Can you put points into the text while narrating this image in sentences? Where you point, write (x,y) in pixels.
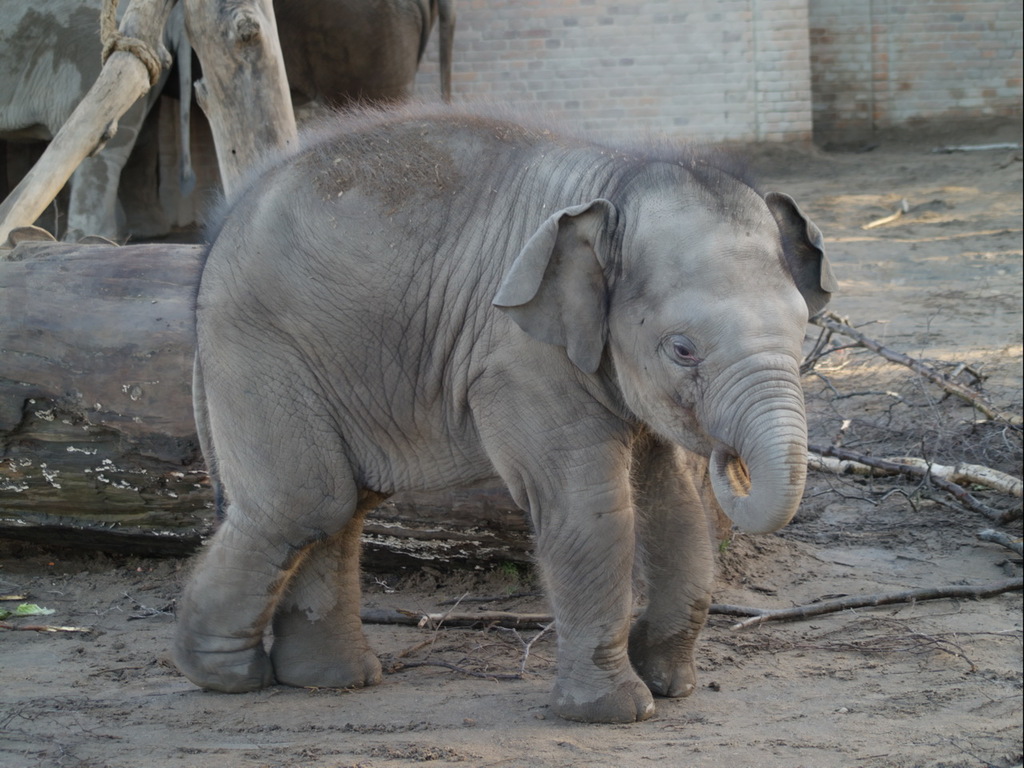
In this image, we can see elephants (439,353) and there are logs (90,126) and sticks (898,469). In the background (675,57), there is a wall (799,89) and at the bottom (451,704), there is ground (679,724).
